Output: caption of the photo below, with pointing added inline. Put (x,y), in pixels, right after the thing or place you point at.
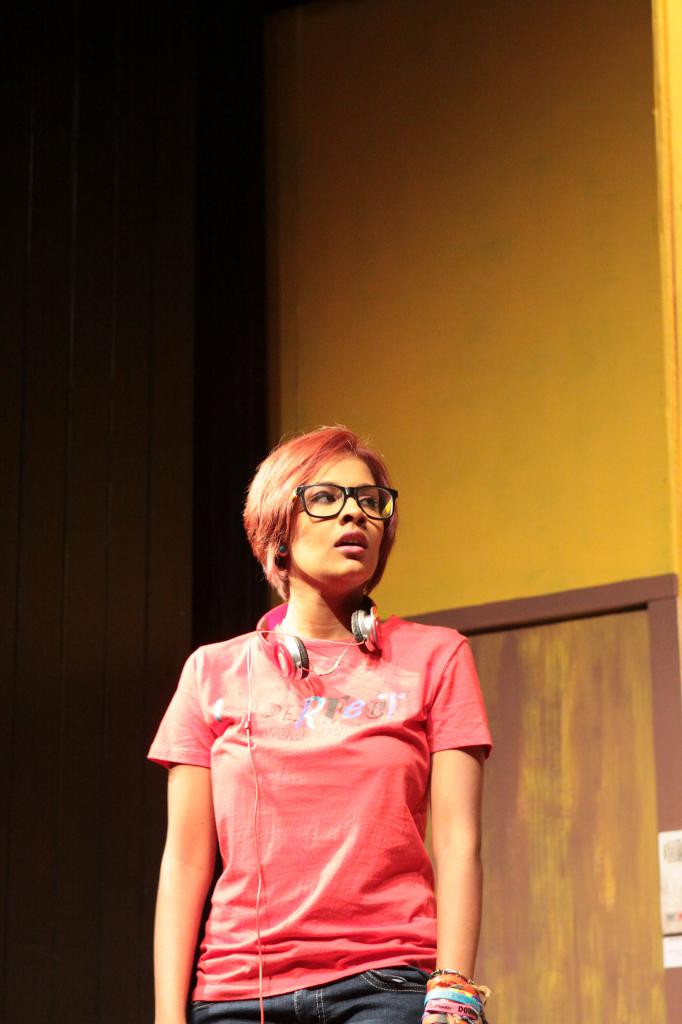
In the picture we can see a woman (377,860) standing wearing a pink T-shirt (349,864) and headsets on her neck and in the background (372,204), we can see a wall (431,294) with some part yellow in color and some part with wooden.
